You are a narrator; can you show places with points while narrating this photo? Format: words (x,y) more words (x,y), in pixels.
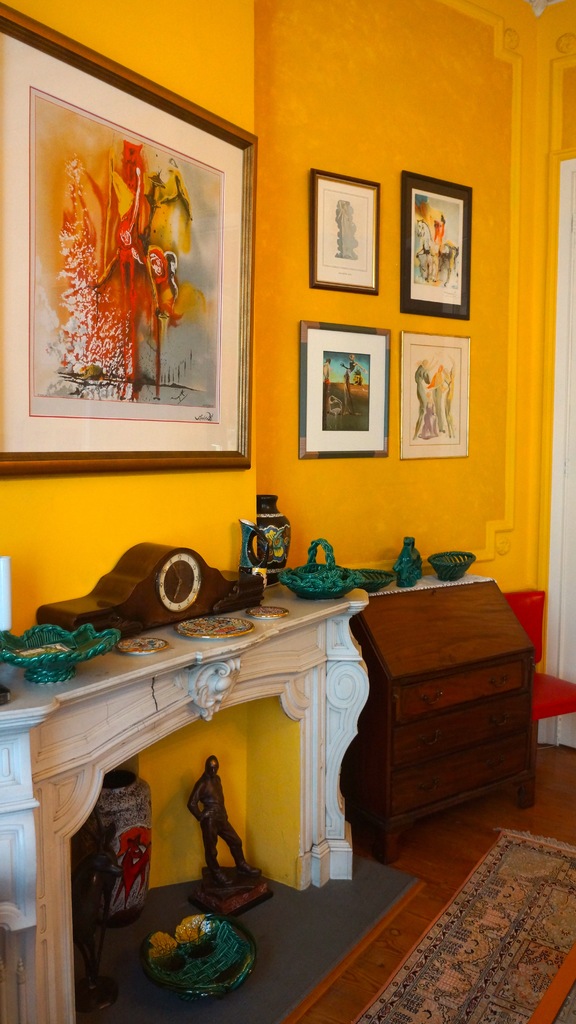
This picture shows few photo frames (253,332) on the wall (292,339) and we see a clock (172,591) and few plates (206,626) and we see a jar (273,545) and small statue (225,886) on the ground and we see a mat (551,890) on the floor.
